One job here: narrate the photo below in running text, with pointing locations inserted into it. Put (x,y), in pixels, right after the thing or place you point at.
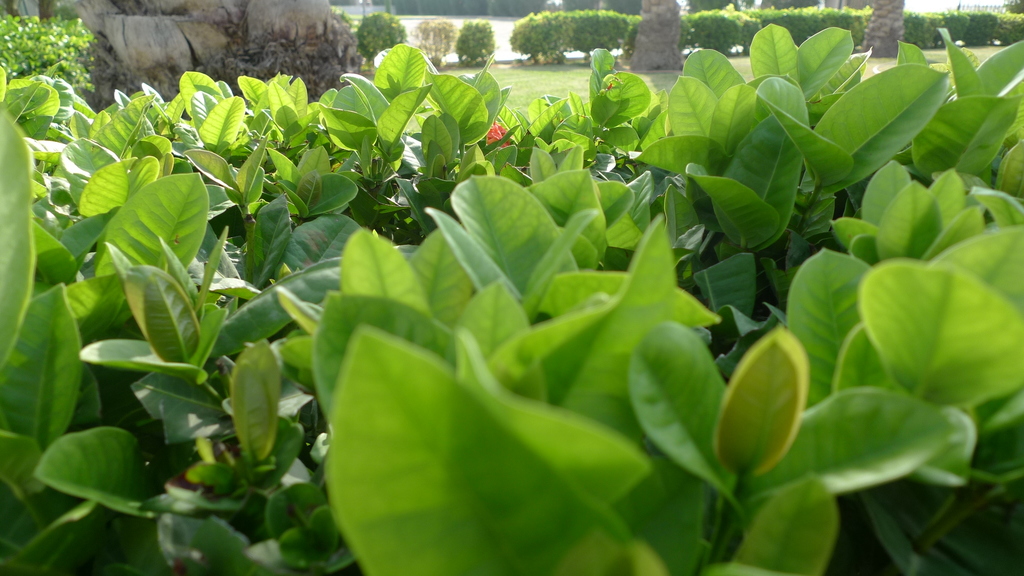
In this image I see the green leaves (160,188) and in the background (481,40) I see the bushes (583,37) and the green grass (573,64) and I see the trees (659,27).
